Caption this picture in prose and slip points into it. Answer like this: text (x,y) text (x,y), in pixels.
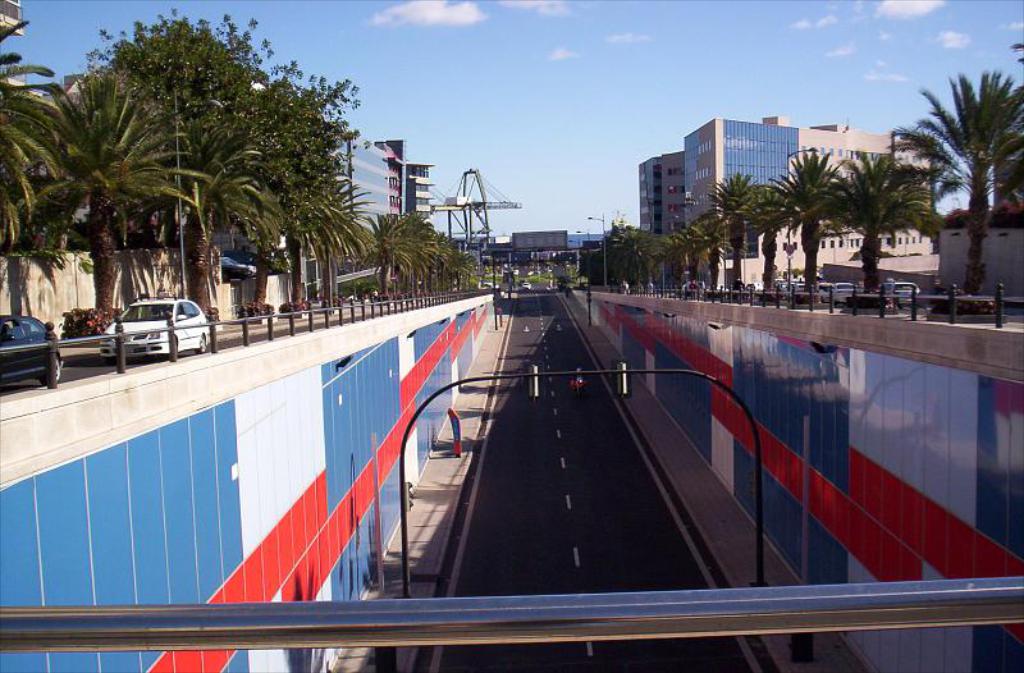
In the center of the image (565,356) we can see a road (553,545), group of traffic signals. To the left side (142,326), we can see two vehicles (163,335) parked on the ground (69,362) a metal barricade (173,351), group of trees (81,239). In the background (371,212), we can see a group of buildings (392,192), poles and a cloudy sky (764,59).
